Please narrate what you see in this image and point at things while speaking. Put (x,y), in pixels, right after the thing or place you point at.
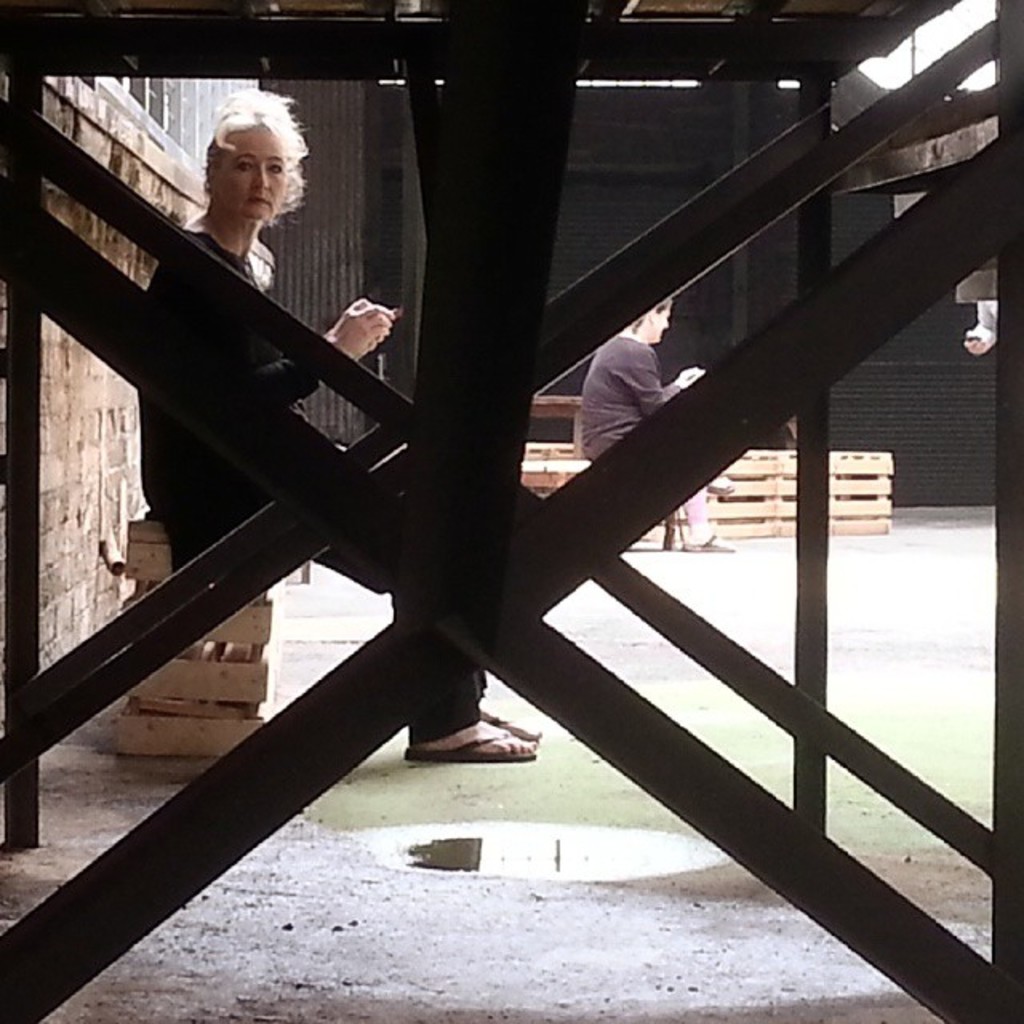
This image is taken outdoors. At the bottom of the image (386,938) there is a ground (513,881). In the background (627,228) there is a wall (887,354) and a woman (602,372) is sitting on the bench (536,451) and there is another wooden bench (849,483). On the left side of the image (141,138) there is a wall (54,424) with a window (168,115) and a woman (207,487) is sitting on the bench (162,553). In the middle of the image (485,582) there are a few wooden sticks (481,634).
